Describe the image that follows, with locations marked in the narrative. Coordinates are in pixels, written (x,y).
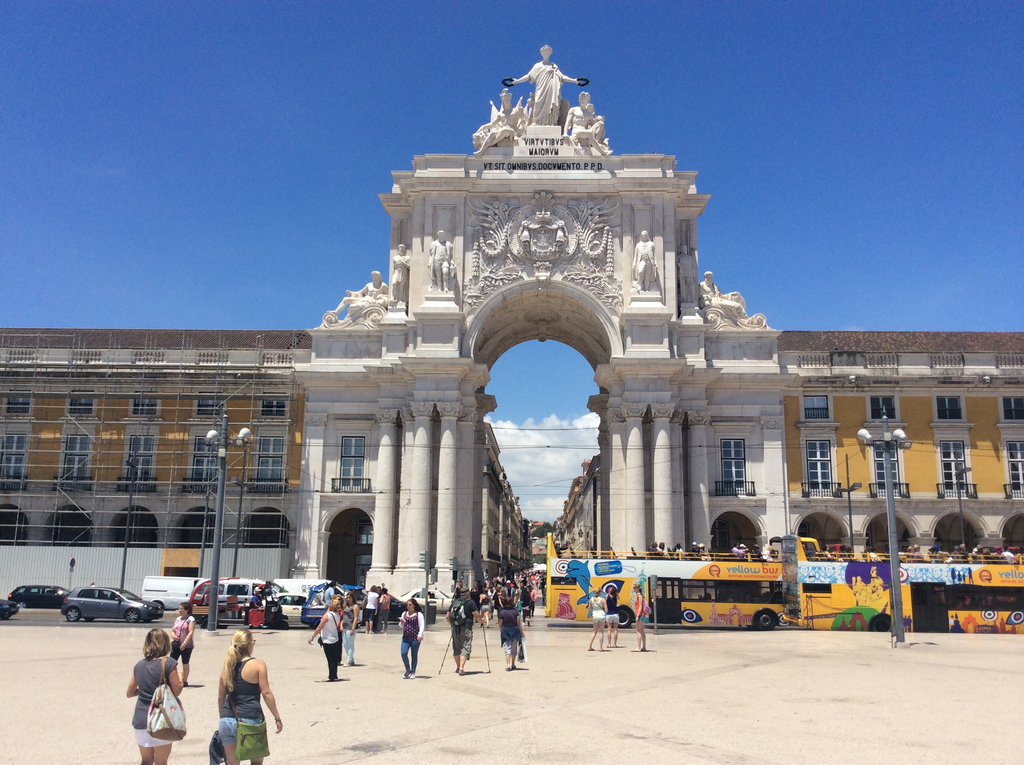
In this image we can see a group of people (408,621) standing on the ground (287,687). Two women (244,721) are carrying bags (170,715). In the center of the image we can see group of vehicles (839,606) parked on the road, light poles (888,457). In the background (910,515), we can see a building (746,475) with a group of windows (76,463), poles (88,437) statues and the cloudy sky (524,409).
